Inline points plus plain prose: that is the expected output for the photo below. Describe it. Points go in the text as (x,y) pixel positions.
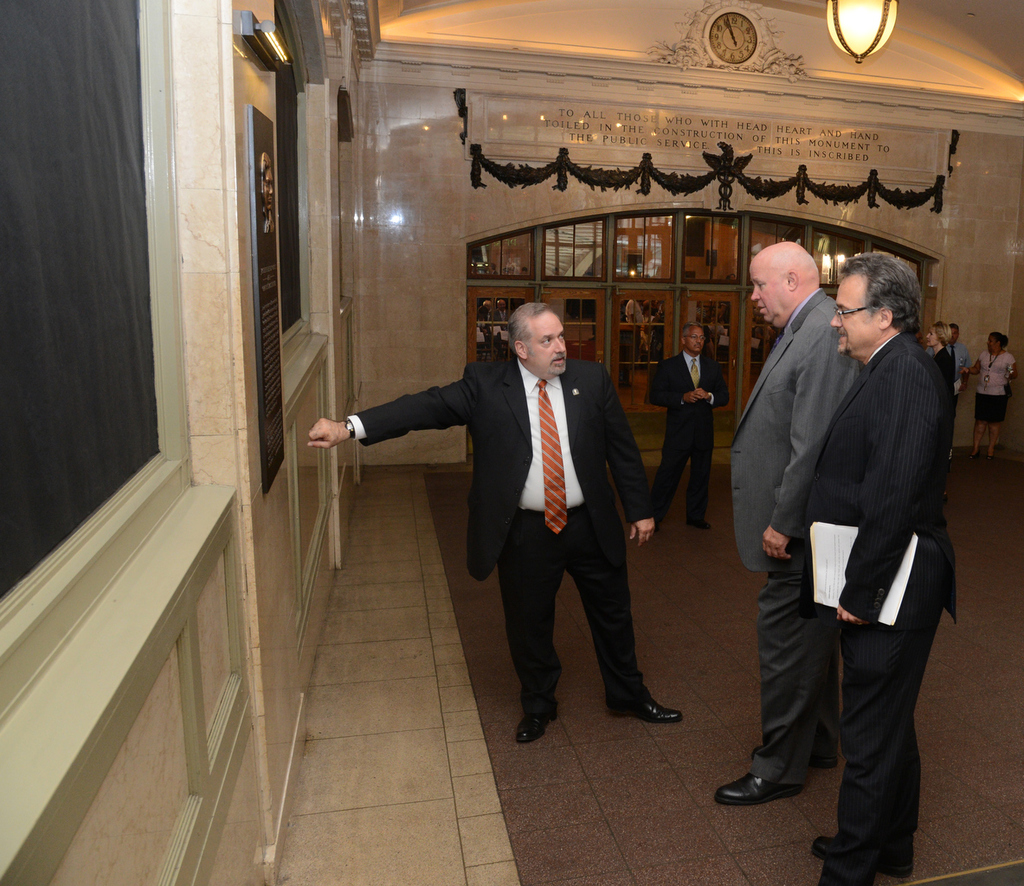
In this picture there is a man (475,576) standing and talking and there is a man (865,313) standing and holding the papers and there are group of people (992,398) standing. At the back (673,106) there is a door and there is text (681,144) on the wall (676,126). At the top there is a clock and there is a light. On the left side of the image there is a board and light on the wall (278,478) and there is text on the board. At the bottom (557,775) there is a floor (609,764).
